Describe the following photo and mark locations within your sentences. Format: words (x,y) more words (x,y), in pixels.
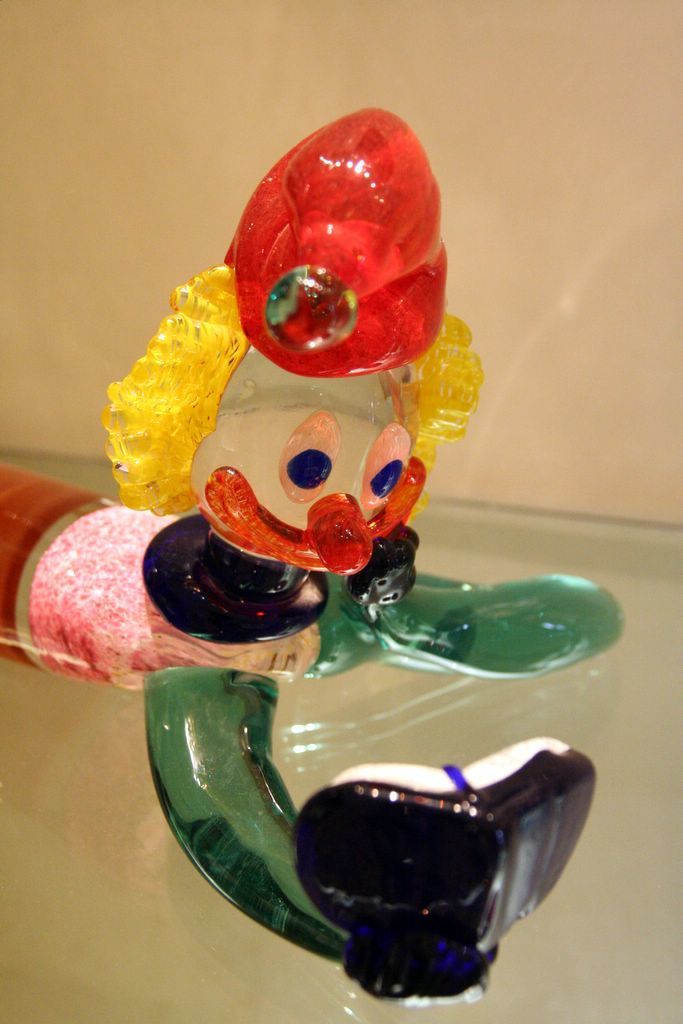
In this image there is a toy (381,649) on the glass table (550,975). In the background of the image (321,54) there is a wall (351,24).
